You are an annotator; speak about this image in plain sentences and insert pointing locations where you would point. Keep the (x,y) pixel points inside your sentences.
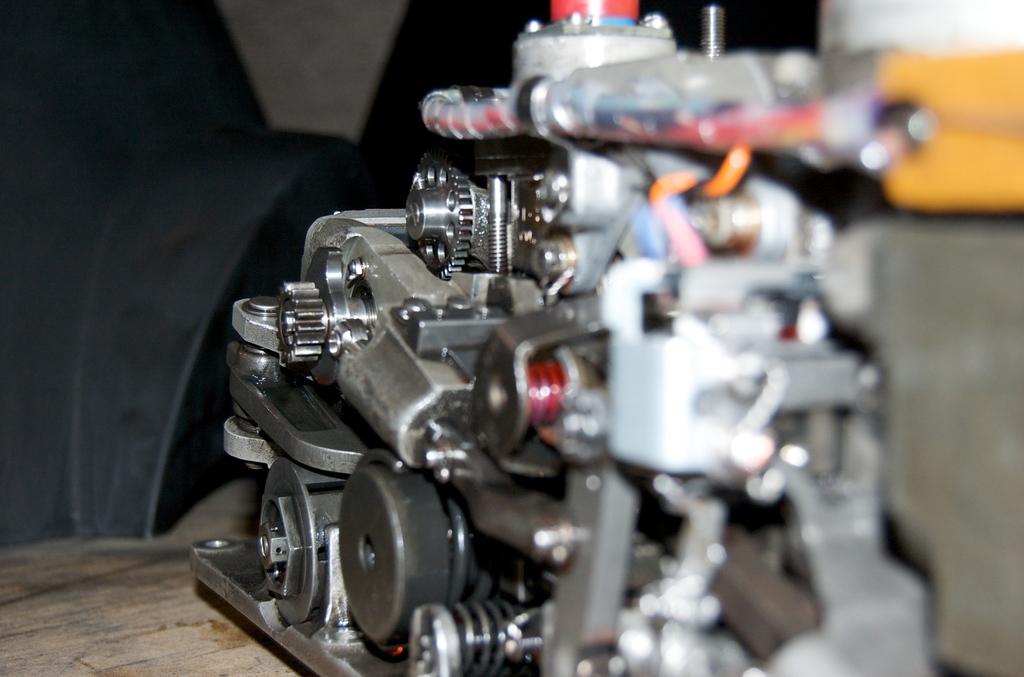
Here in this picture we can see a vehicle engine (390,311) present on a table (174,627).
